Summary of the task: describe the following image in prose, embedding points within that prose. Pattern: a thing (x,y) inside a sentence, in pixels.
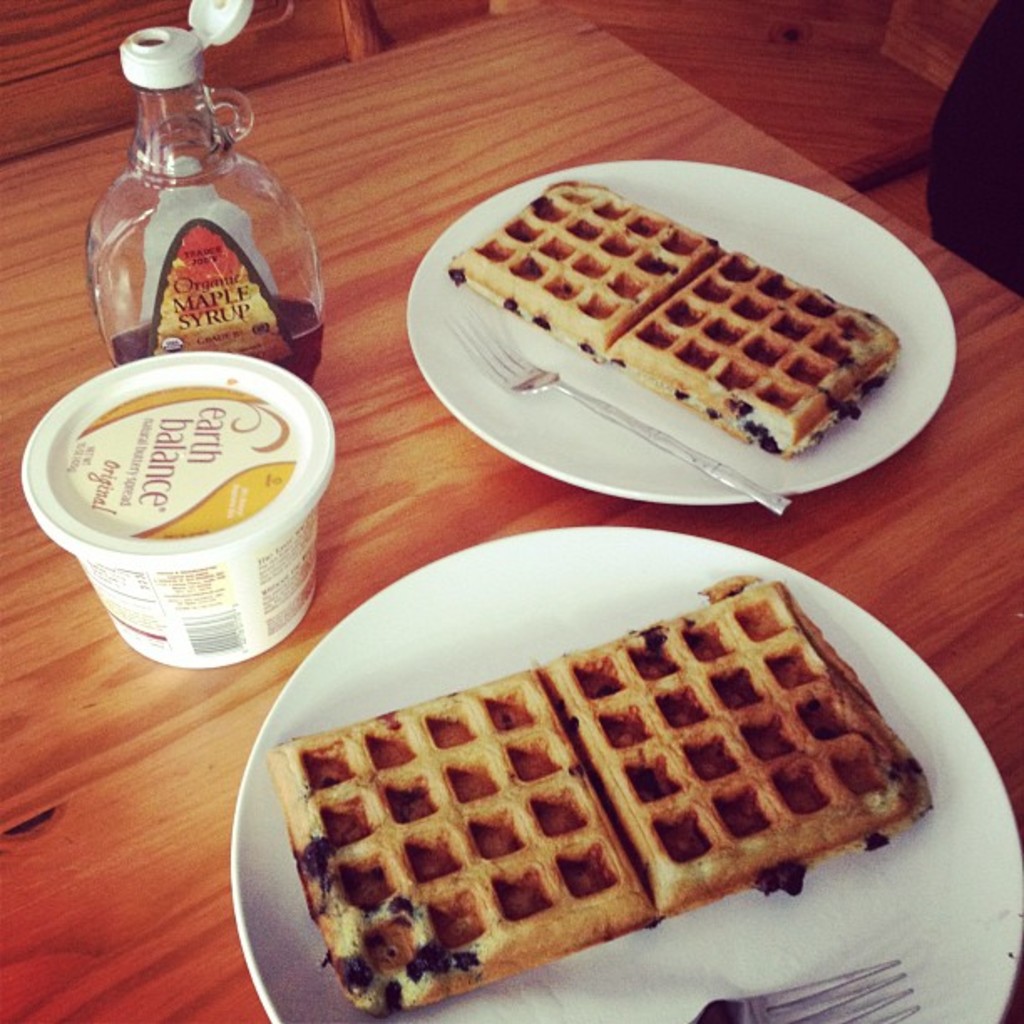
In this picture there is a plate (631,936), fork (654,434) and a food (619,305). There is a bottle (200,285) and box (124,566) on the table (117,722).
